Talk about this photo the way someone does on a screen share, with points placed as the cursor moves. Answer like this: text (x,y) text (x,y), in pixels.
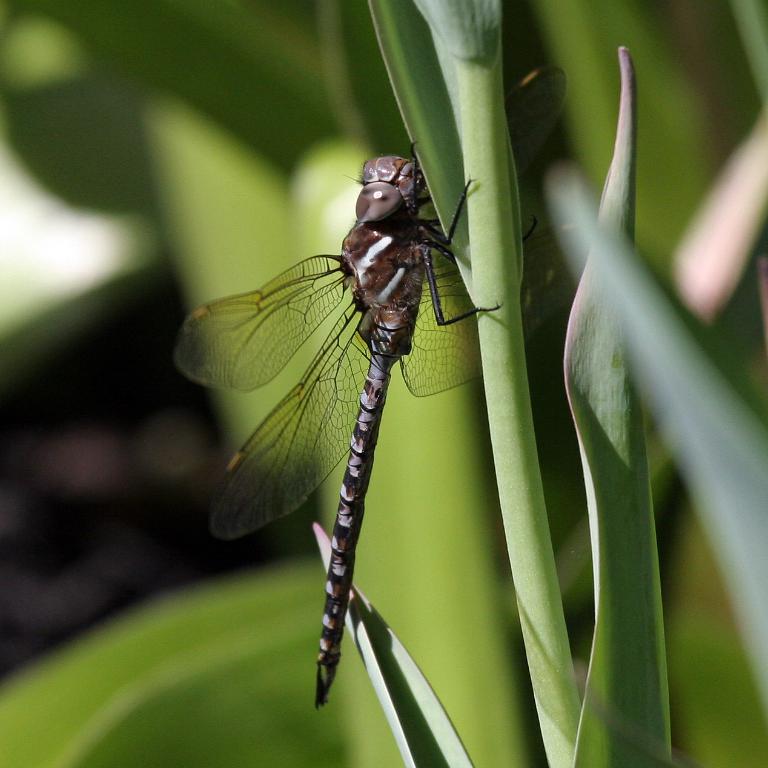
A dragonfly (443,333) is holding the stem (485,266) of a plant (481,266).
